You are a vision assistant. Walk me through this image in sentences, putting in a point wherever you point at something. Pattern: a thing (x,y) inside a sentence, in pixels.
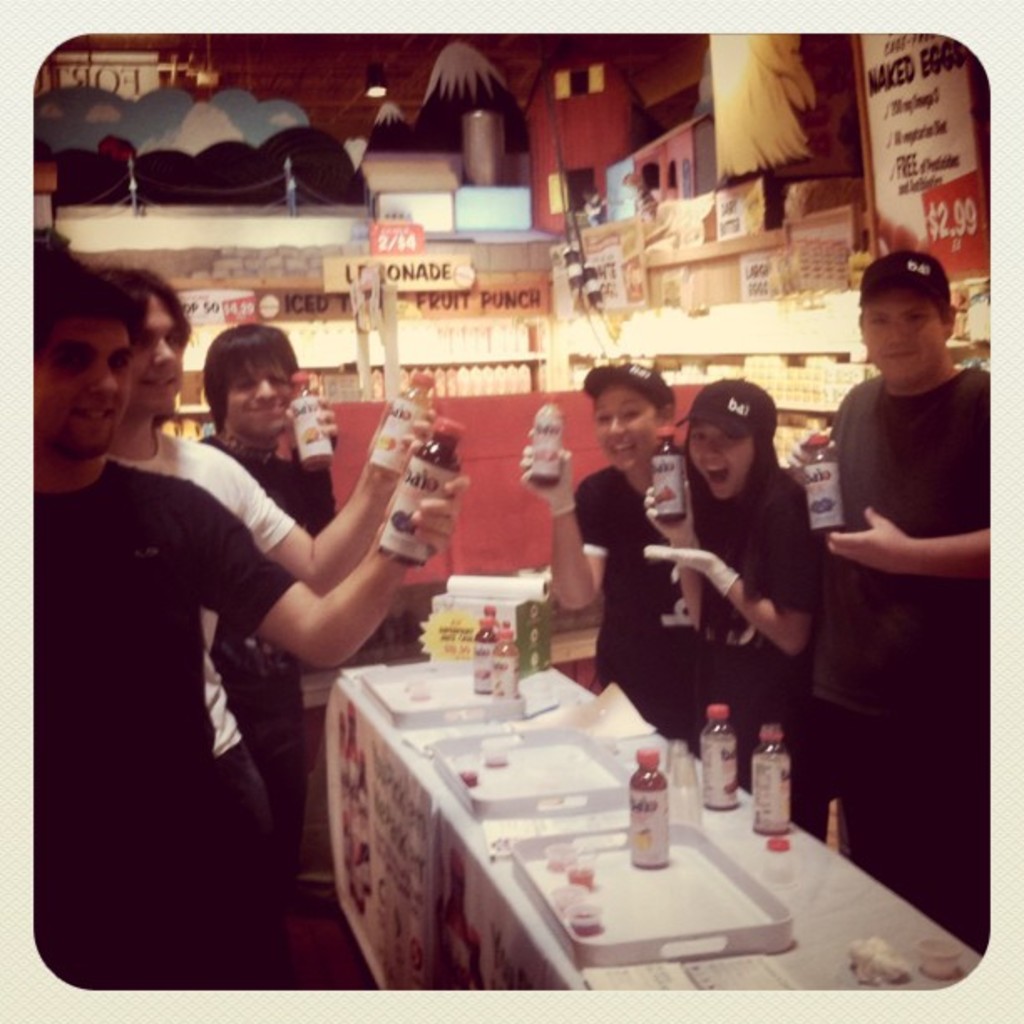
In this image there are few people (269,501) standing and holding a bottle (318,456) in their hands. There are few bottles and trays (487,816) placed on the table (629,822). In the background (515,180) we can see few things (339,169) on the wall (283,261).
